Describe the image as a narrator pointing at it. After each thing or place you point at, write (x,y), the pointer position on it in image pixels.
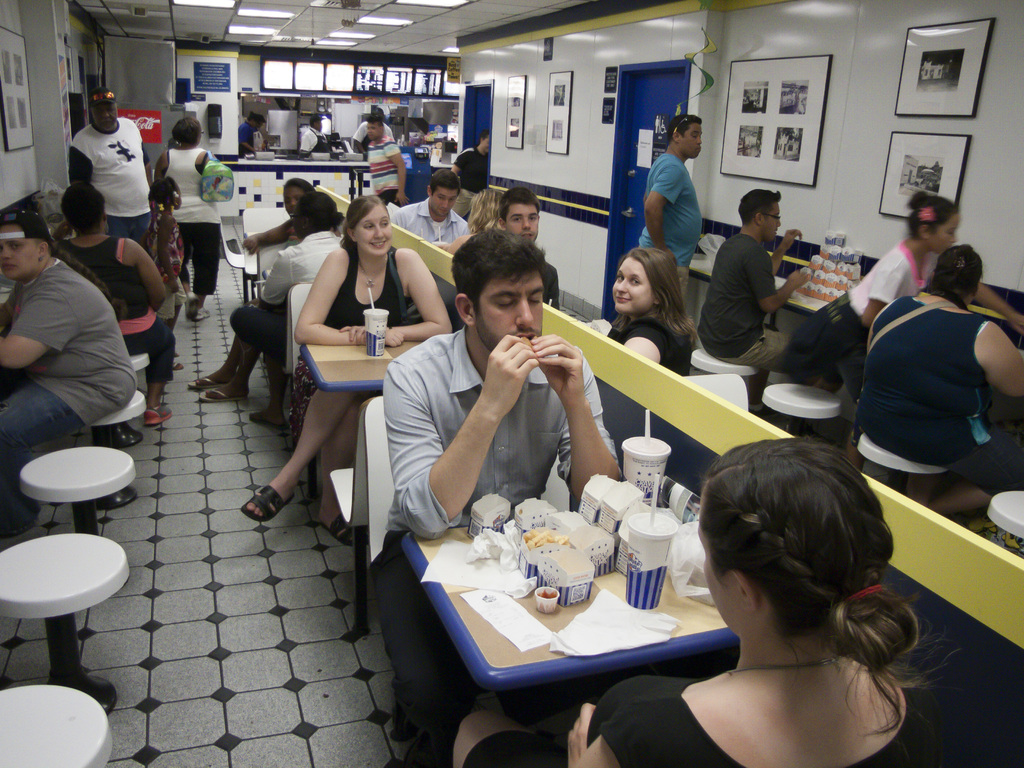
The image is taken inside a restaurant (557,496). In the middle (354,374) there is a table (495,633). There are many people (606,710) sitting in the restaurant (362,418). In the background (243,184) there is a counter (262,181). On the left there is a man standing and there is a food (540,592) placed on a table (572,608).
